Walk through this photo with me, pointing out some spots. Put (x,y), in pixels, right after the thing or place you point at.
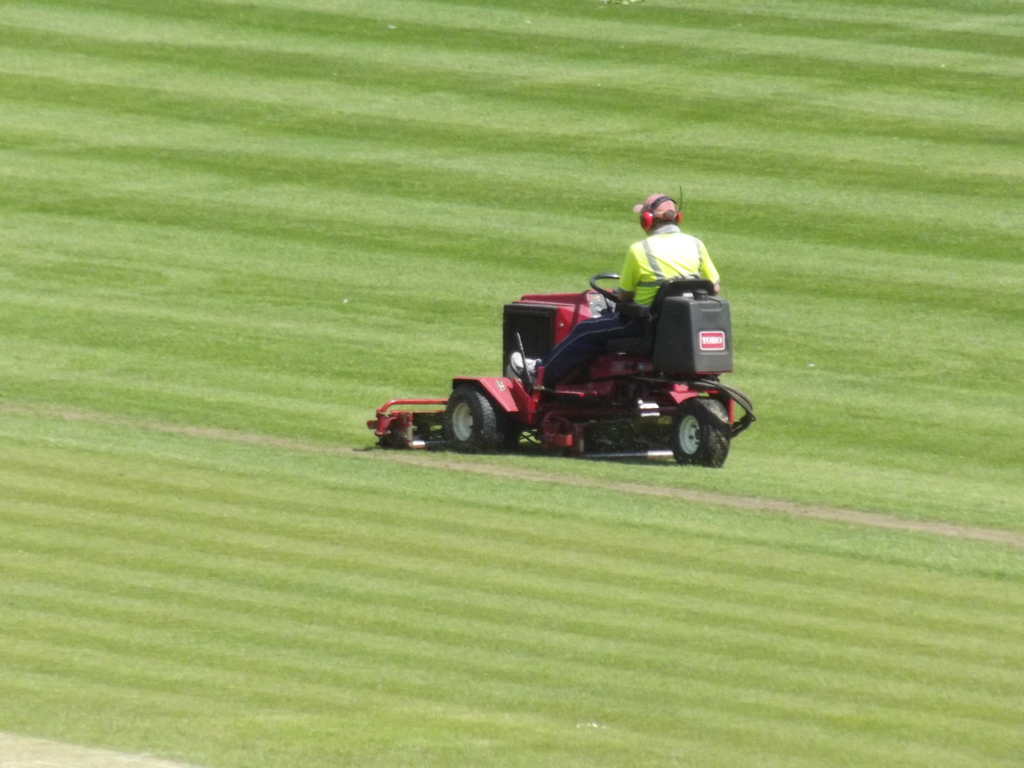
In this image we can see a person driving a vehicle (538,408) on the ground (4,511).
